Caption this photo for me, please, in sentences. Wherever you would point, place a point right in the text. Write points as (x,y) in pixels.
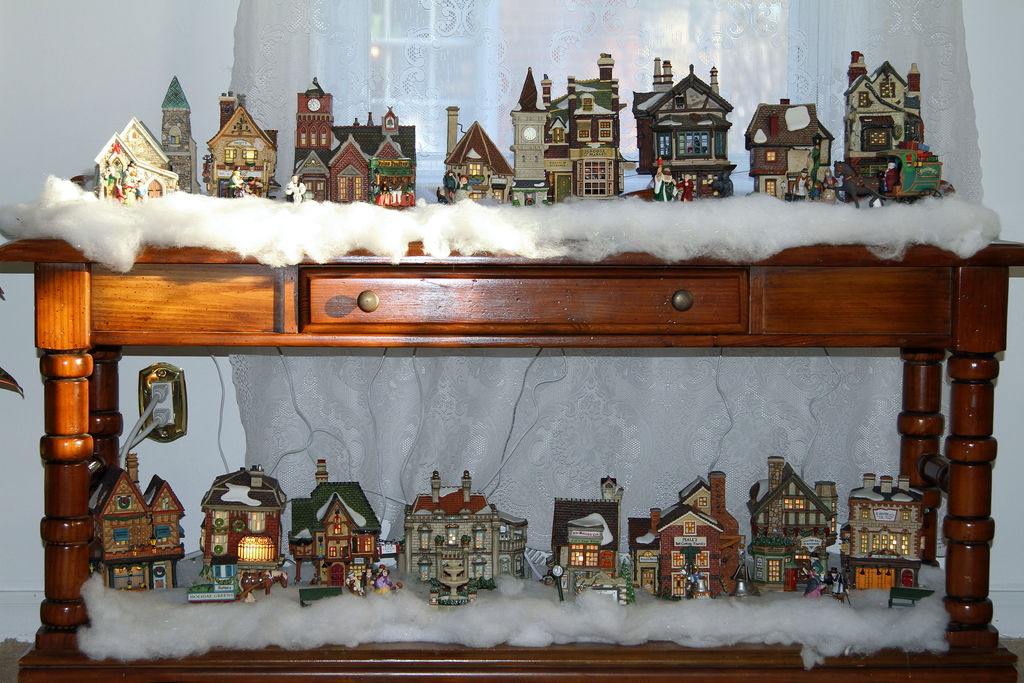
In this picture, it looks like a table (421,651) and there are some scale model houses (462,169) and cotton (626,619) in and on the table (106,383). Behind the scale model houses (371,178) there is a curtain (334,100), cables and a wall (186,58).
